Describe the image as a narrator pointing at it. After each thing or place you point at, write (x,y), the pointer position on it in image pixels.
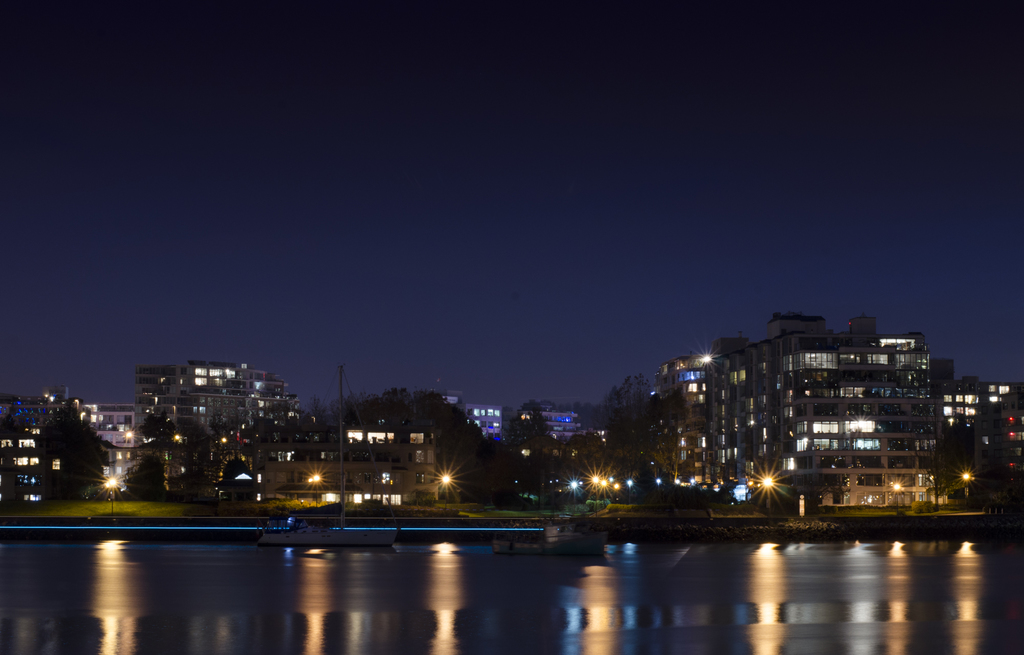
In this picture I can see buildings (380,437), street lights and water (593,611). In the background (410,244) I can see the sky (392,277).
